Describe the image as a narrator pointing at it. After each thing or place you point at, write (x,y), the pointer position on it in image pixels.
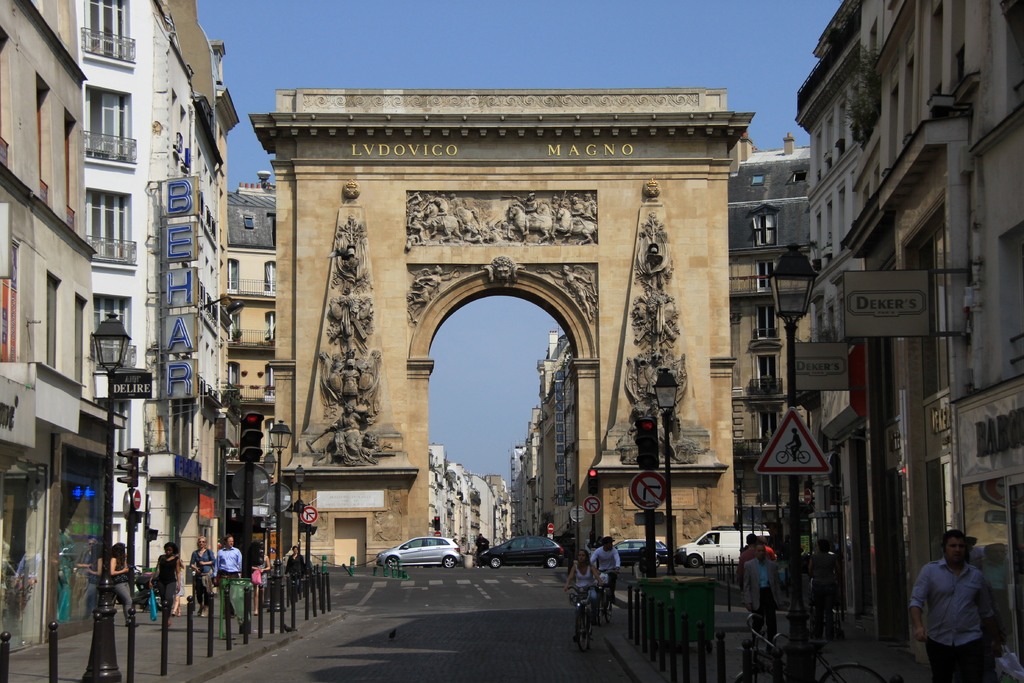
In this image a group of people (163,590) are walking on the footpath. In an image few people (590,580) are cycling. There are many buildings (560,91) in the image. There are few vehicles (550,552) are moving on the road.
